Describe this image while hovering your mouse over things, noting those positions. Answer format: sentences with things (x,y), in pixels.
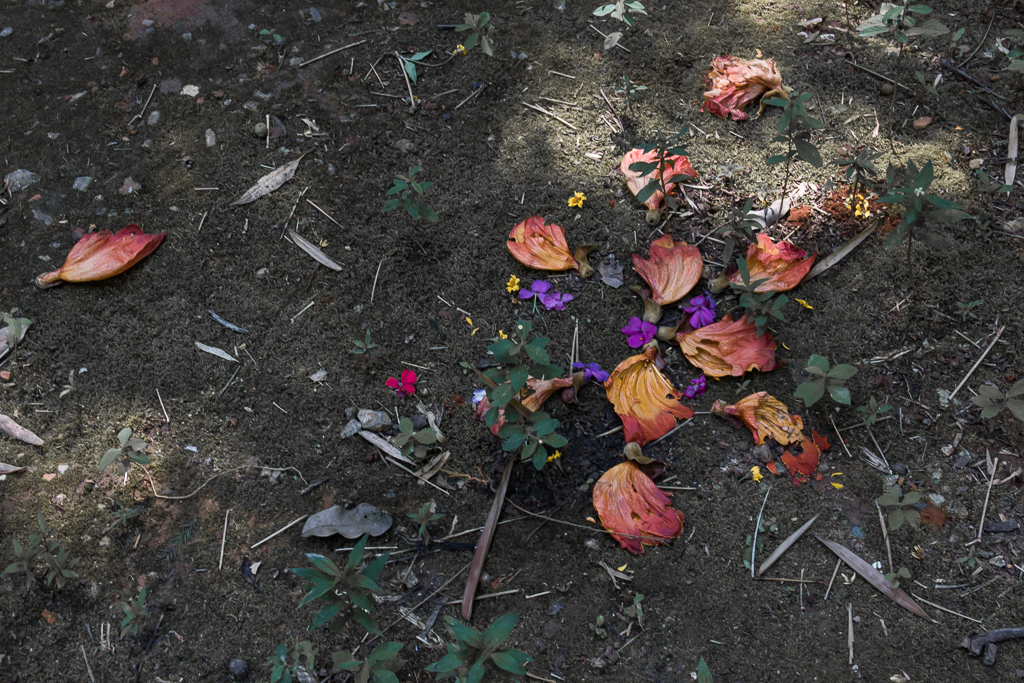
In this image we can see flowers (727,351) and plants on the ground (360,174).
